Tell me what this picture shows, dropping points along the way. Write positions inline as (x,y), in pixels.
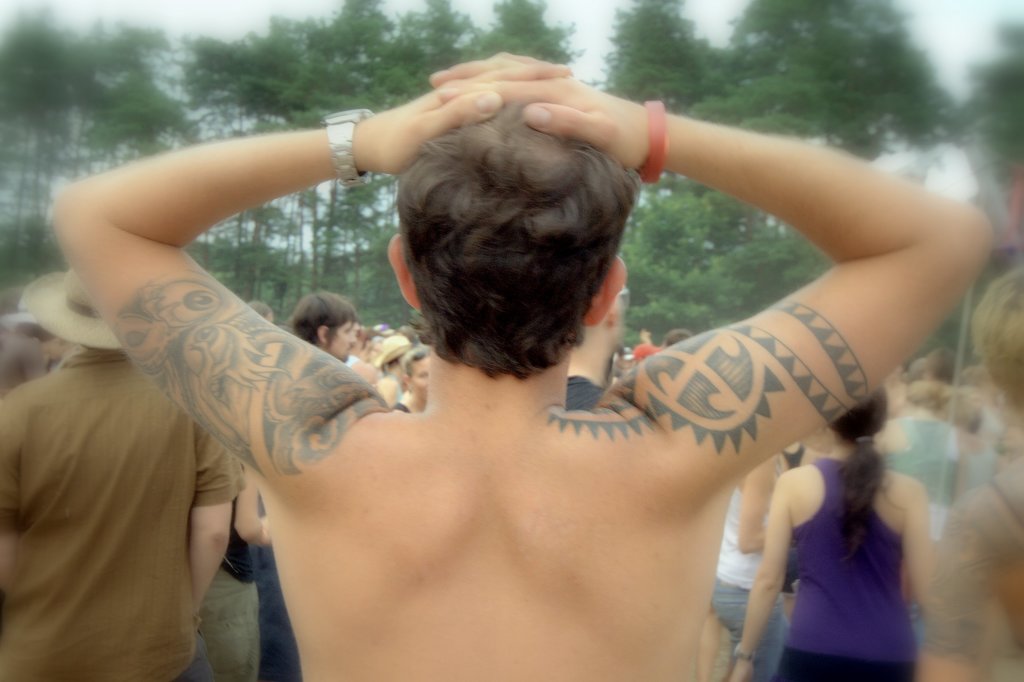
In this picture we can see a man (488,574) is standing on the path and in front of the man (518,456) there are groups of people (993,487), trees (714,49) and a sky (711,25).
